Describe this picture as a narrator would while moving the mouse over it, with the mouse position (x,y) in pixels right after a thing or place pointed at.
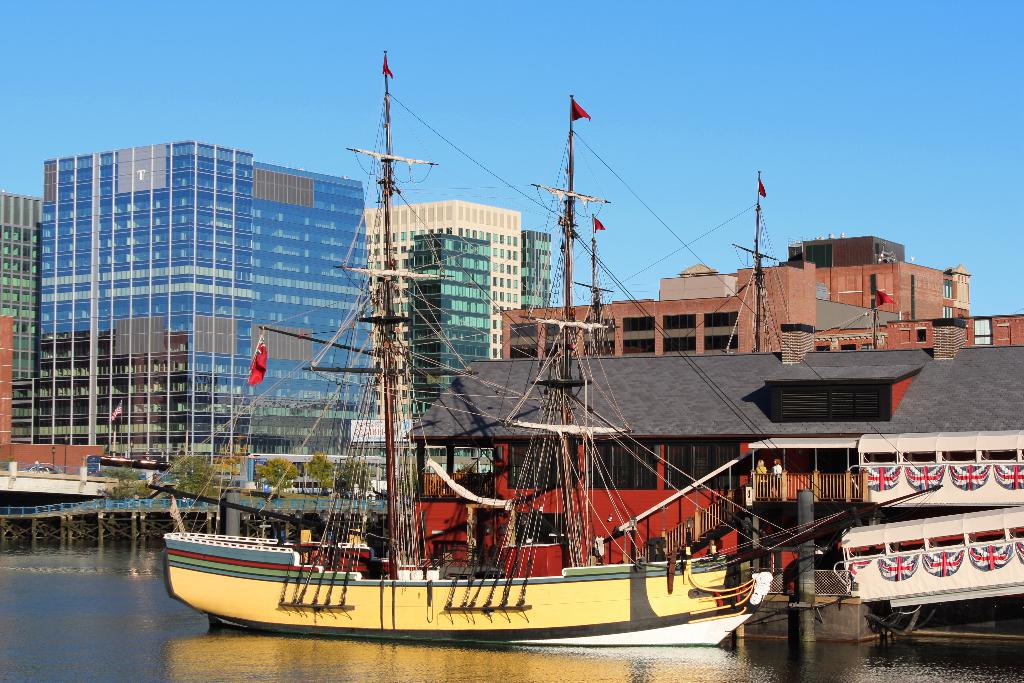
In this image at the bottom (715,540), there are boats (688,579), water (456,662), bridge (167,522), house (833,542). In the middle (541,337) there are flags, cables (599,160), buildings (525,328), trees (310,464), railing (769,483), people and sky (786,123).
